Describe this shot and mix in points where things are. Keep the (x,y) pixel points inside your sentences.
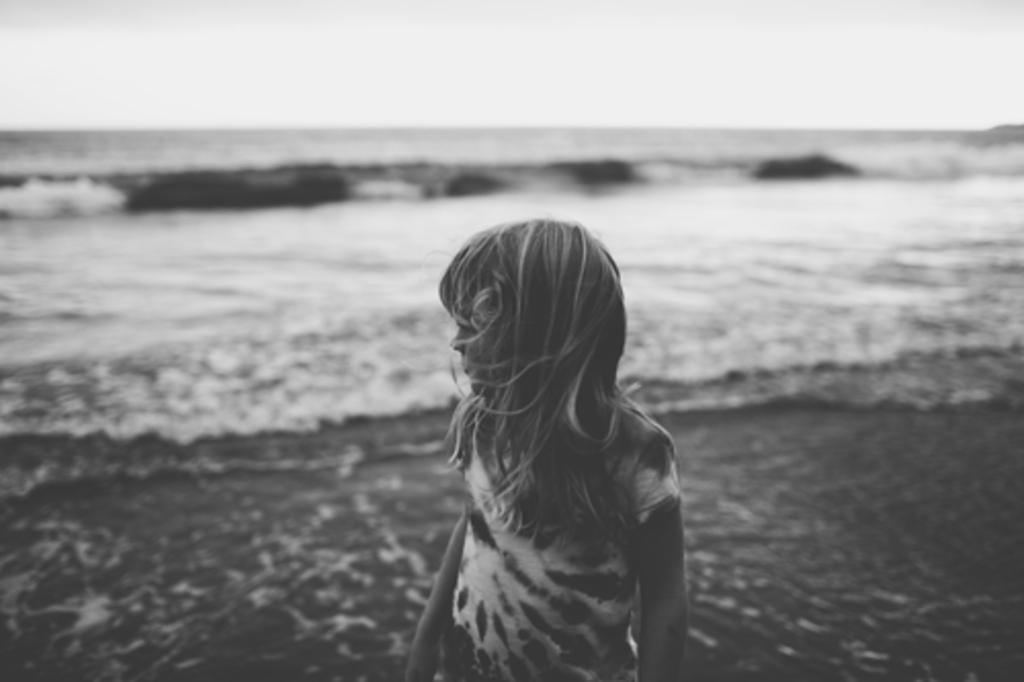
In this image I can see a person (516,457) is standing. Back I can see the water (342,315). The image is in black and white.
